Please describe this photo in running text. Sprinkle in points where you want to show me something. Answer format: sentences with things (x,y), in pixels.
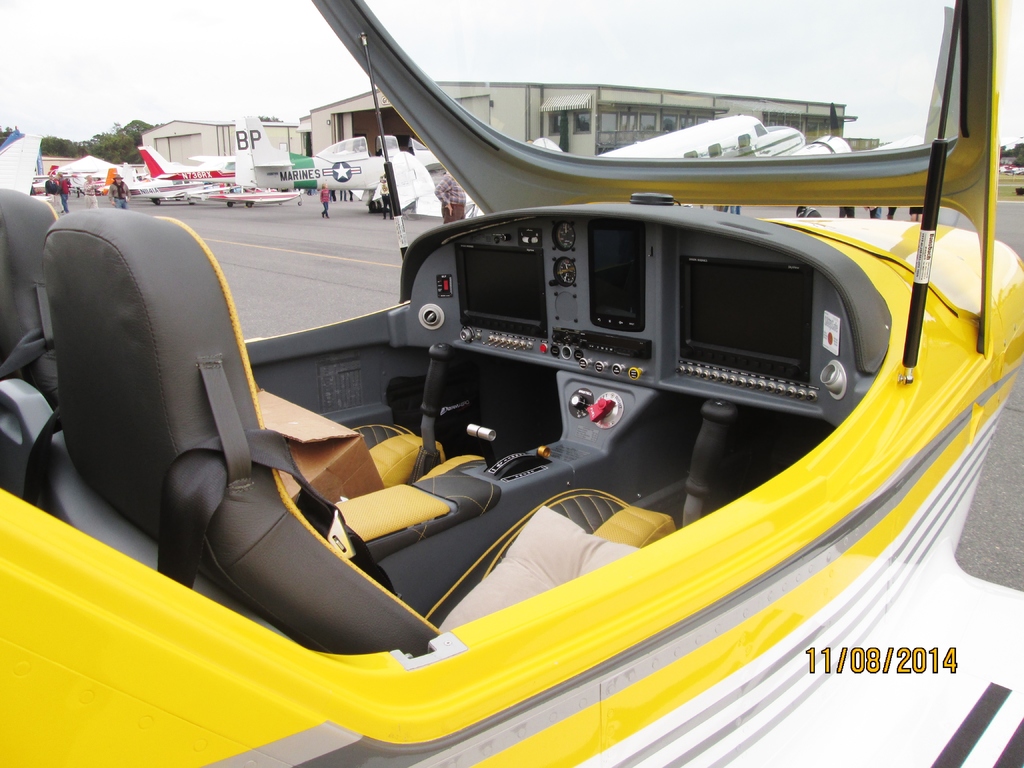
In this image, I can see the airplanes (461,173) on the runway (311,301) and few people (121,178) standing. In the background (100,149), there are buildings (172,148), trees (127,151) and the sky (131,60). At the bottom right side of the image (951,660), I can see the watermark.
